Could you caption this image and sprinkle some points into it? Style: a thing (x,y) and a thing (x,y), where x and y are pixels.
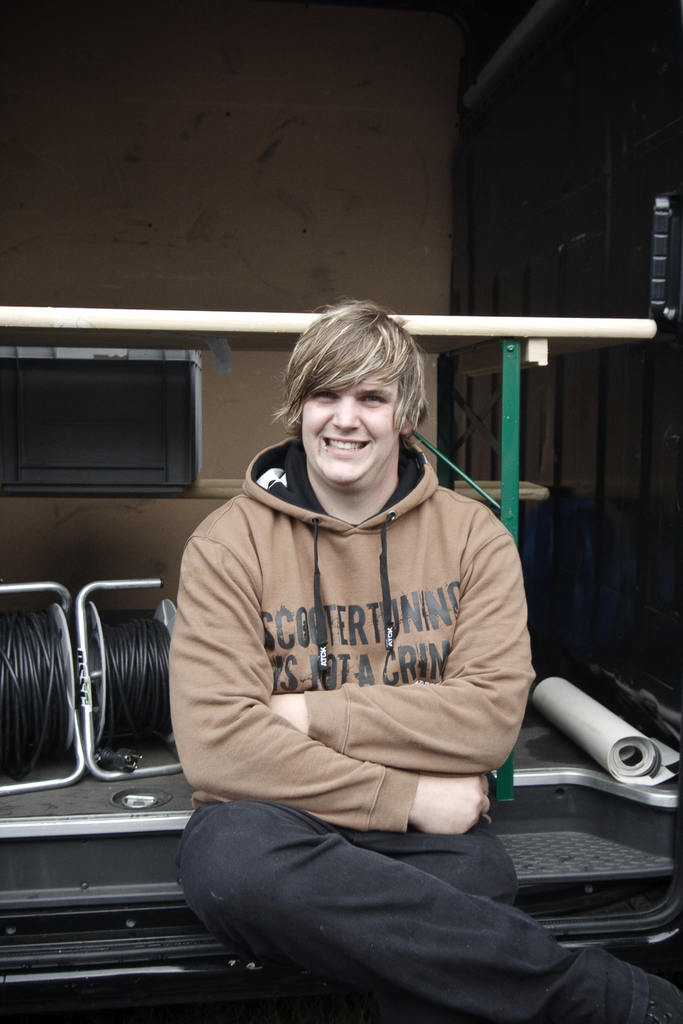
In this picture there is a man (349,649) sitting and smiling. At the back (510,334) there are wires (40,654) and there is a rod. On the right side of the image (547,187) where it looks like a door (593,264) and there is a paper (643,739). At the back (560,270) there is a wall (425,143).
